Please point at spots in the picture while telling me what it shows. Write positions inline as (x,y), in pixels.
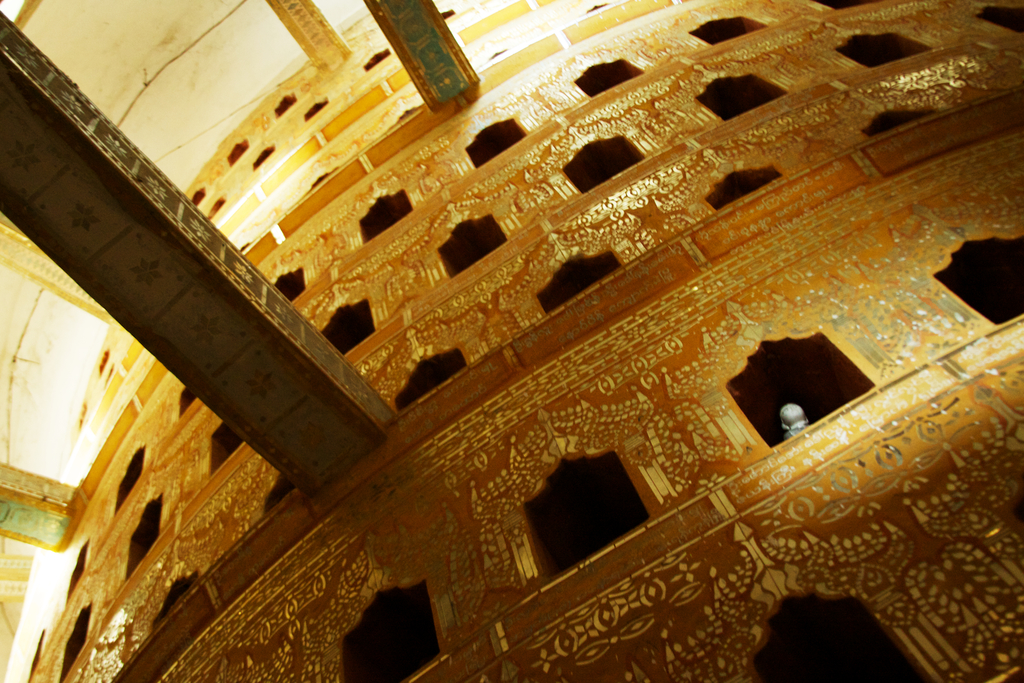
In the image in the center (383,247) there is a building (544,128), wall (573,128), roof (209,108) and pillars (219,380). And we can see some design (436,342) on the wall (501,321).
